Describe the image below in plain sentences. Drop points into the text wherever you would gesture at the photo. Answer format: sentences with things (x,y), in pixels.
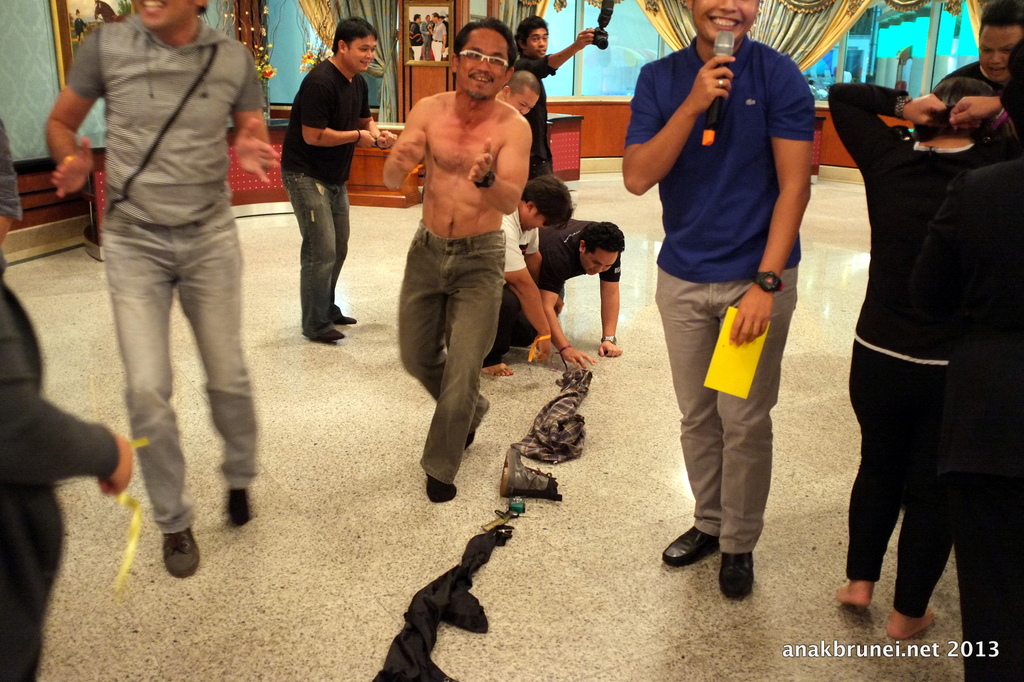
In this picture I can see few people (1015,601) are standing on the floor (599,438), among them one person (761,129) is holding mike (702,143) and paper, on the floor (621,181) we can see some objects (406,632) are placed, behind we can see glass windows (898,41) to the wall (436,77).
